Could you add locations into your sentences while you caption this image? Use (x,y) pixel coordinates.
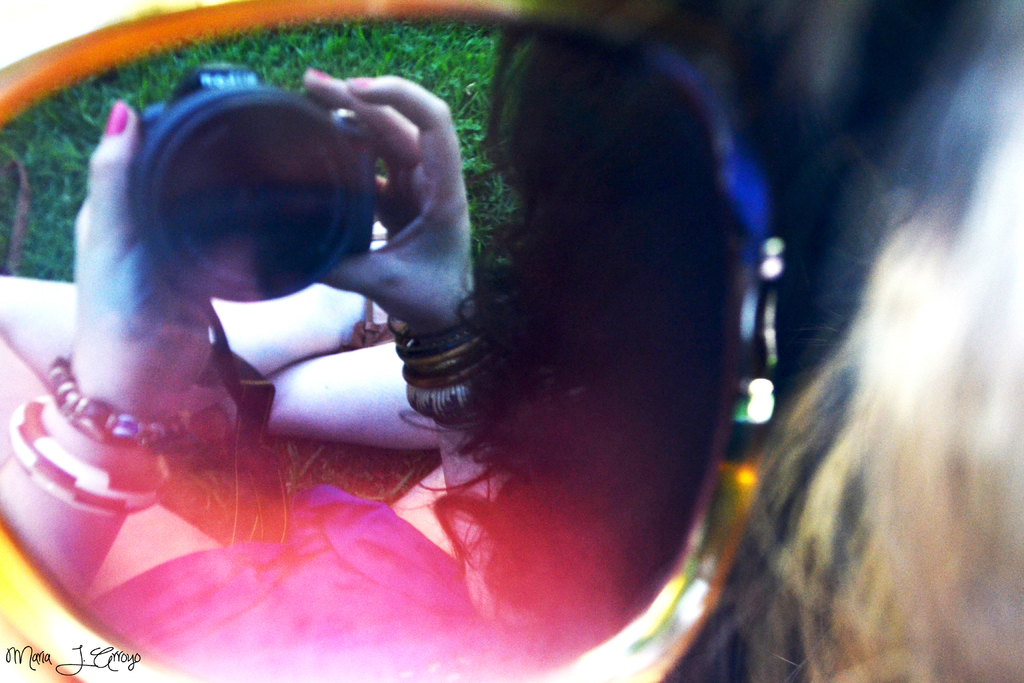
In this image there is a reflection (525,315) of a person (363,514) sitting on the grass land (449,84). She is holding a camera (298,207).
